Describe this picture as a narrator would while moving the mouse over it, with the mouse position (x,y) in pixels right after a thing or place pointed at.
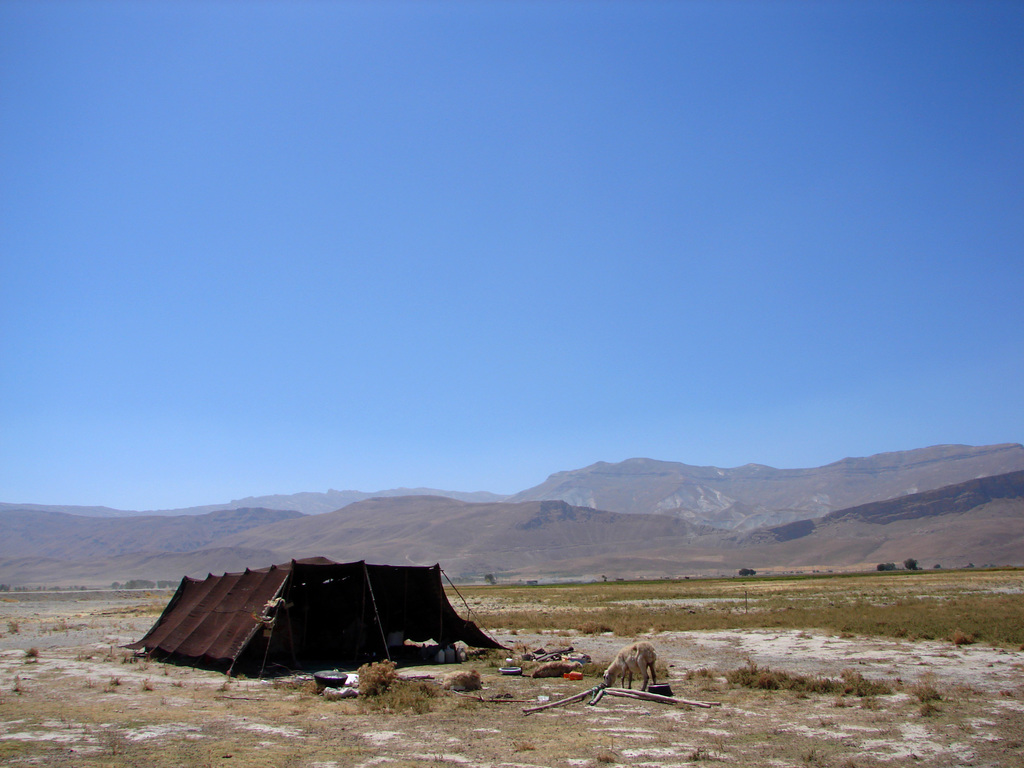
In this image we can see there is a tent (306,636) in the ground (642,706) near that there is a sheep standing also there are mountains (556,540) at the back (1012,566).
